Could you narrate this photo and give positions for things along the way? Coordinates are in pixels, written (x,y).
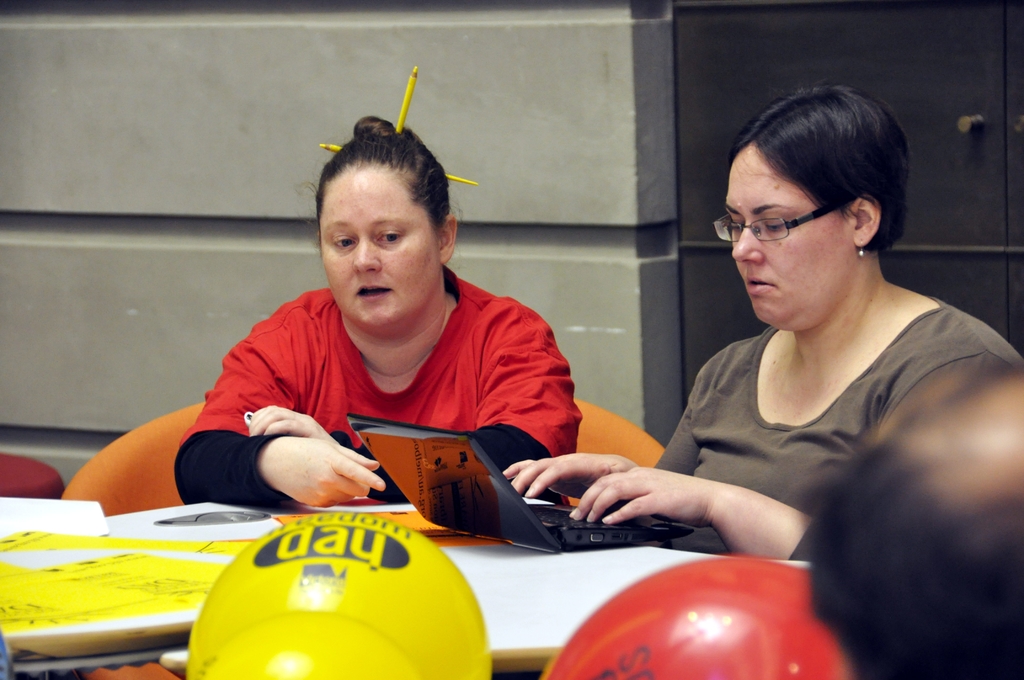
In this image I can see two women (342,417) are sitting, I can see one of them is wearing red dress (432,414) and one is wearing specs (778,237). I can also see a table (141,525) and on it I can see yellow colour thing (132,571) and a laptop (657,532). I can also see something is written over here.
